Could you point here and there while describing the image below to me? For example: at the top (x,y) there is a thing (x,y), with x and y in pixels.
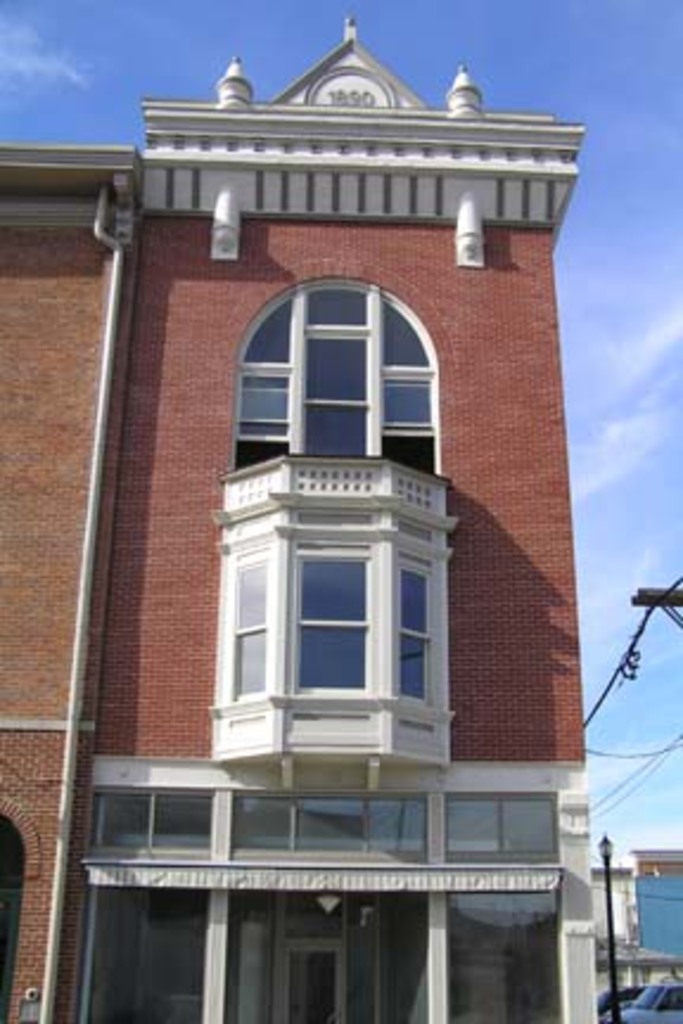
In this picture we can see a building (209,655) with glass doors (316,980) and windows (305,573). On the right side of the image (646,995), there is a pole (616,1020), a vehicle (653,1018), cables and buildings (644,882). Behind the buildings (651,889), there is the sky (573,355).
